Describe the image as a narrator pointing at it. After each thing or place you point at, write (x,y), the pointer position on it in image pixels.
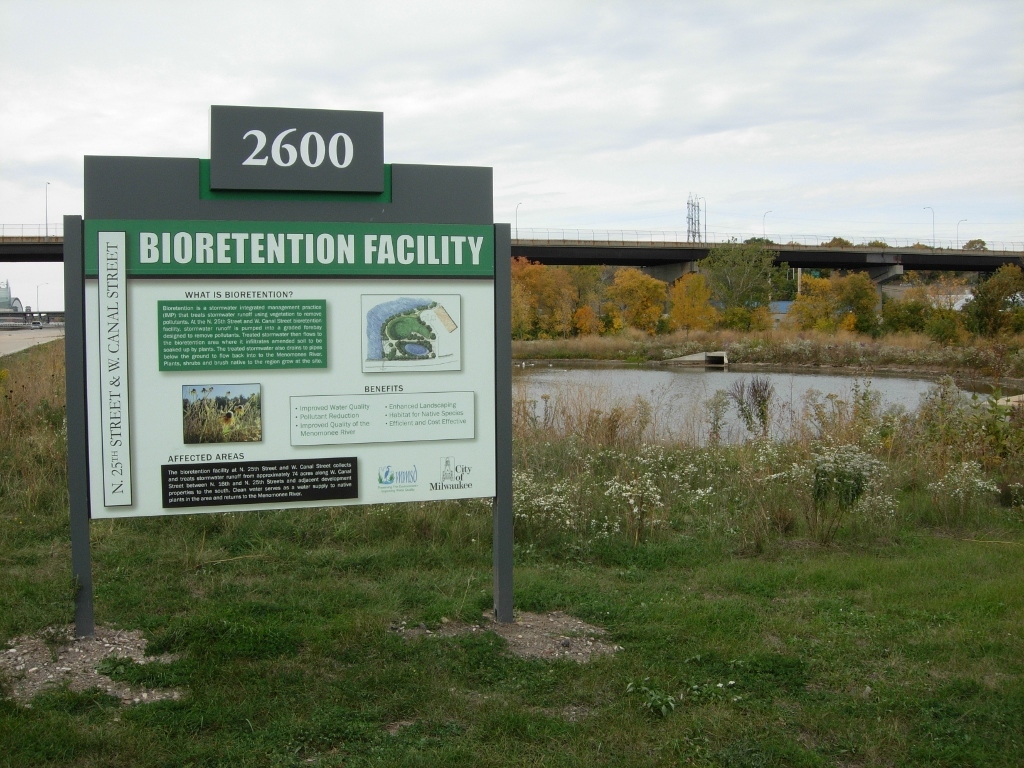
In this picture I can observe a board (204,335) fixed to the poles (86,578) on the left side (160,319). I can observe some text (340,406) on the board (292,416). In the middle of the picture (624,373) I can observe small pond (666,385). In the background (762,331) there are trees (651,308) and plants (537,458) on the ground (823,350) and I can observe clouds (424,72) in the sky (612,81).
